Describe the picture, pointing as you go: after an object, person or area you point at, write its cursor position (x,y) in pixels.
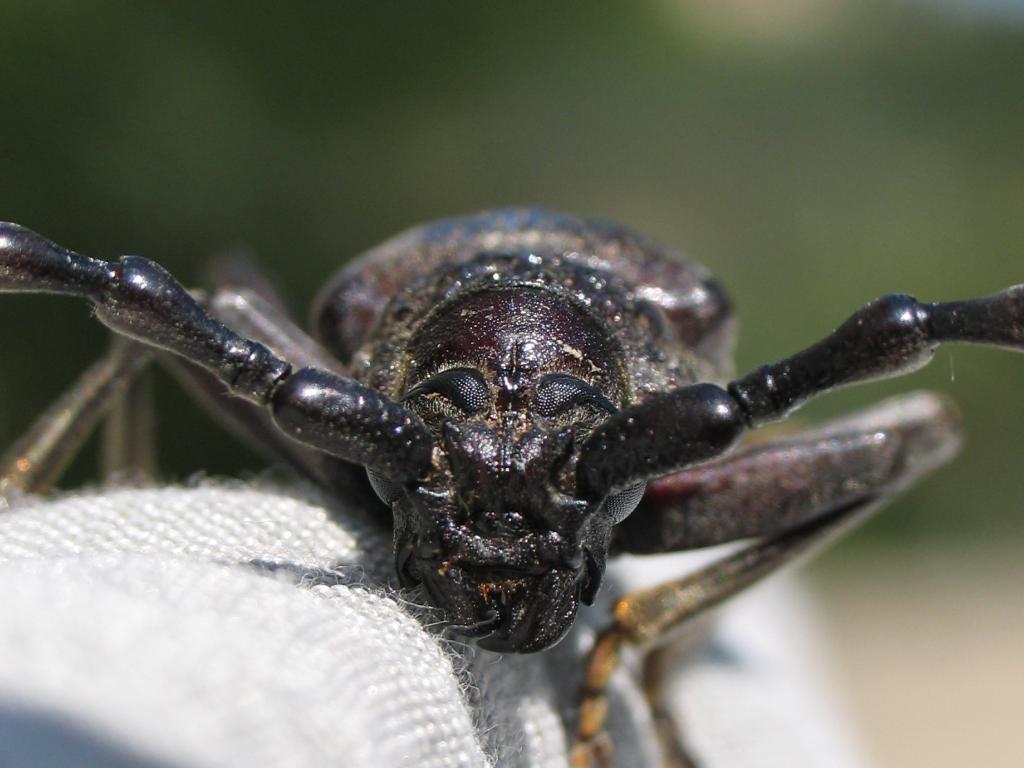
This picture contains an insect (429,440). It is black in color. The insect (367,417) is on white color cloth (245,574). In the background (310,150), it is green in color and it is blurred in the background (722,199).
